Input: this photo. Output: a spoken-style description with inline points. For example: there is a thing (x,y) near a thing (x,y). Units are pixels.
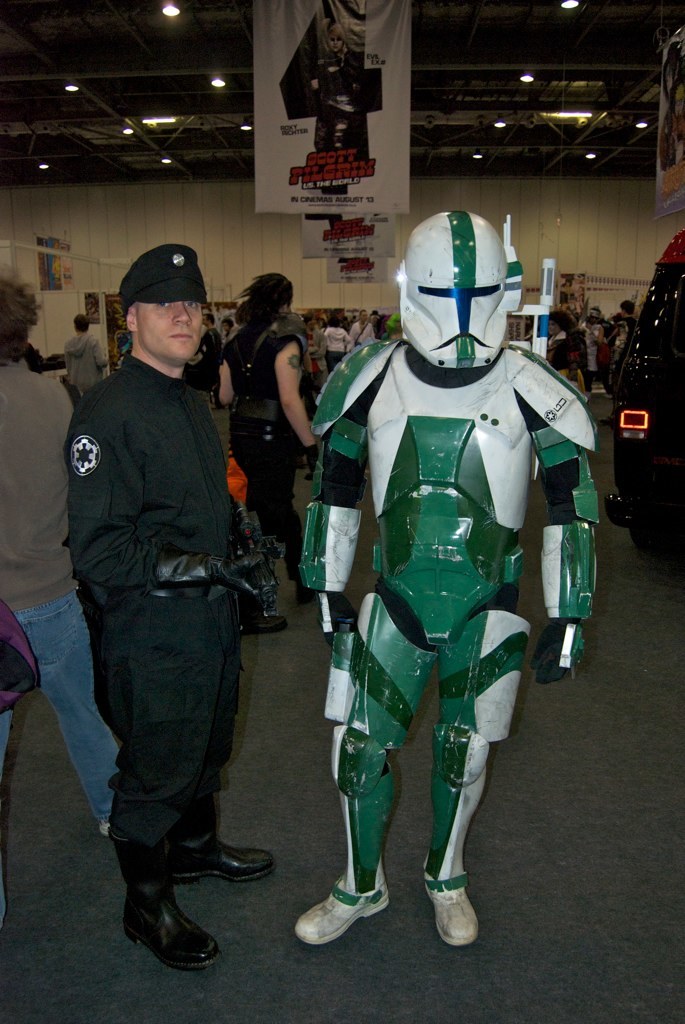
In this image there are some persons (321,500) standing in middle of this image (374,460) and there is one person (426,534) wearing a robot dress (470,519) as we can see on the right side of this image (492,509), and there is a wall (244,239) in the background (235,236). There are some advertising boards (383,149) and some lights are arranged on the top of this image (351,97).
